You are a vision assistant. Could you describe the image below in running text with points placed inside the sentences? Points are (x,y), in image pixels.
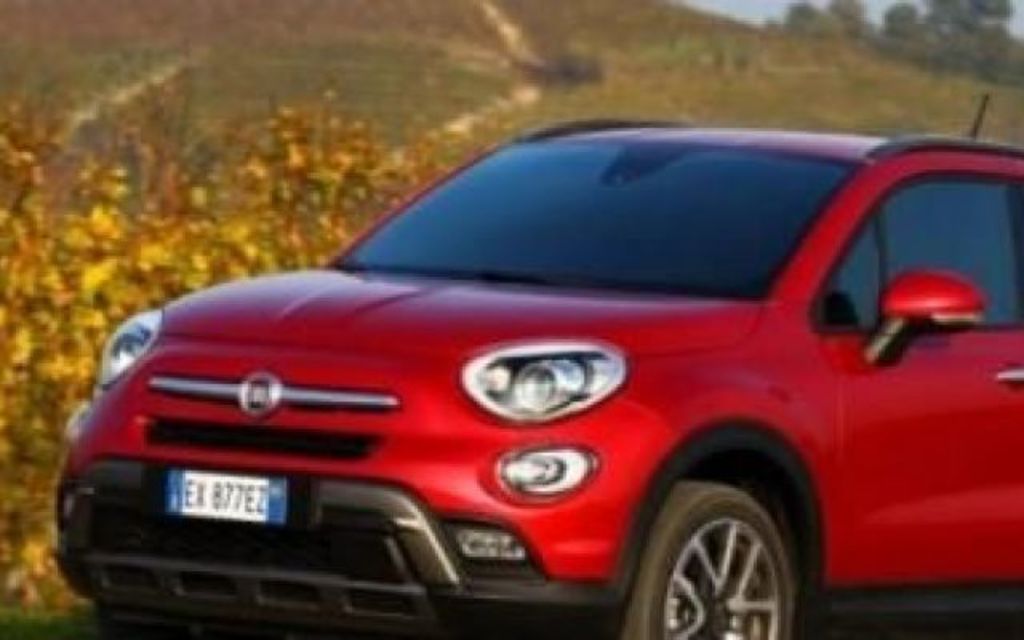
In this picture I can see a red car (396,246), there are plants (304,248), trees (1015,63).
